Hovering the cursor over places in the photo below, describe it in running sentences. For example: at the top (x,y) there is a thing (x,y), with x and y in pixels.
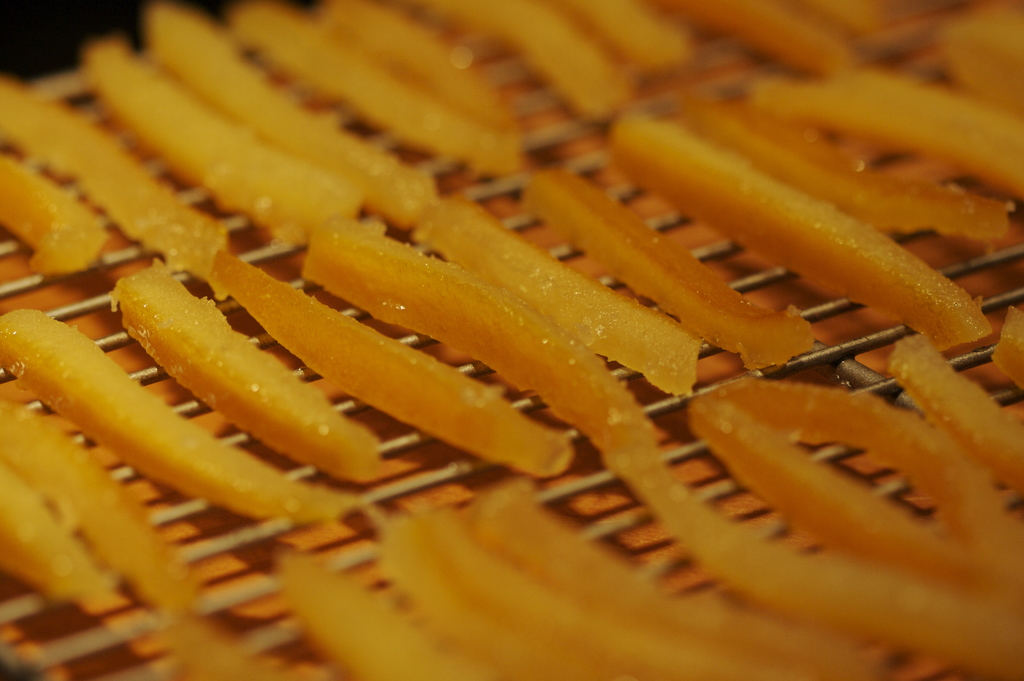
In this image we can see food items (480,387) are arranged on a grille (153,383).
